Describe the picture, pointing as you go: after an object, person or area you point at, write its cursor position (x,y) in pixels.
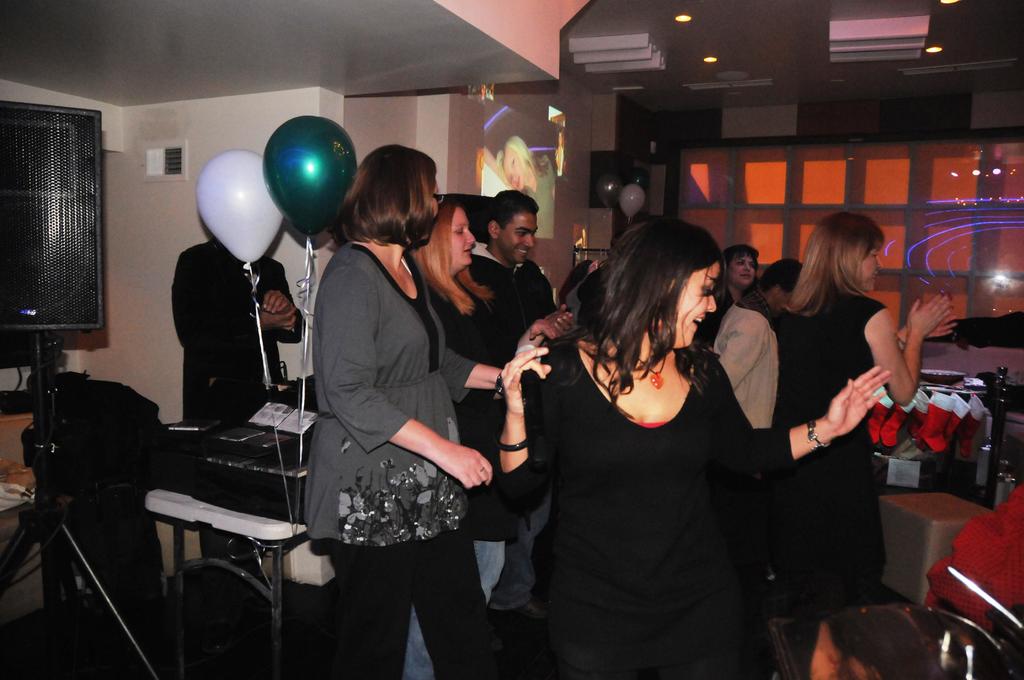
In the image we can see there are people (549,360) standing and there are balloons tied to the table (246,513). Behind there is projector screen (543,187) on the wall (584,188).
